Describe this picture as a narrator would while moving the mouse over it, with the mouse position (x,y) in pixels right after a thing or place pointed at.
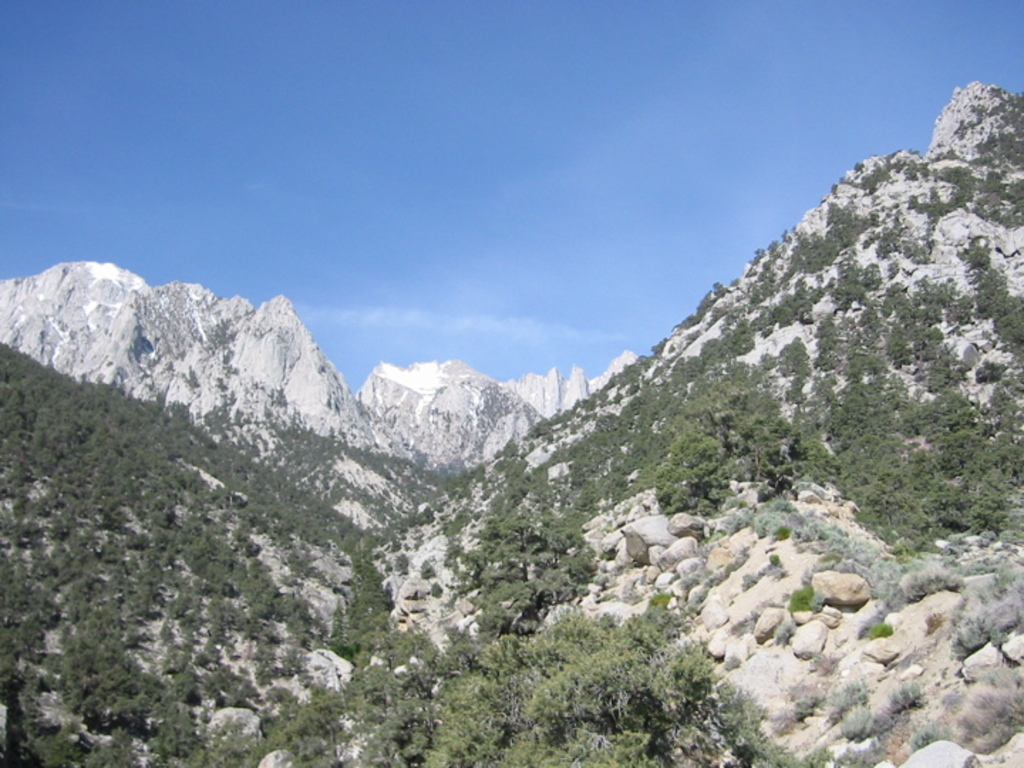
In this image there are mountains (302,554). On the mountains (786,594) there are trees (492,523), in the background (520,189) there is the sky (522,211).
